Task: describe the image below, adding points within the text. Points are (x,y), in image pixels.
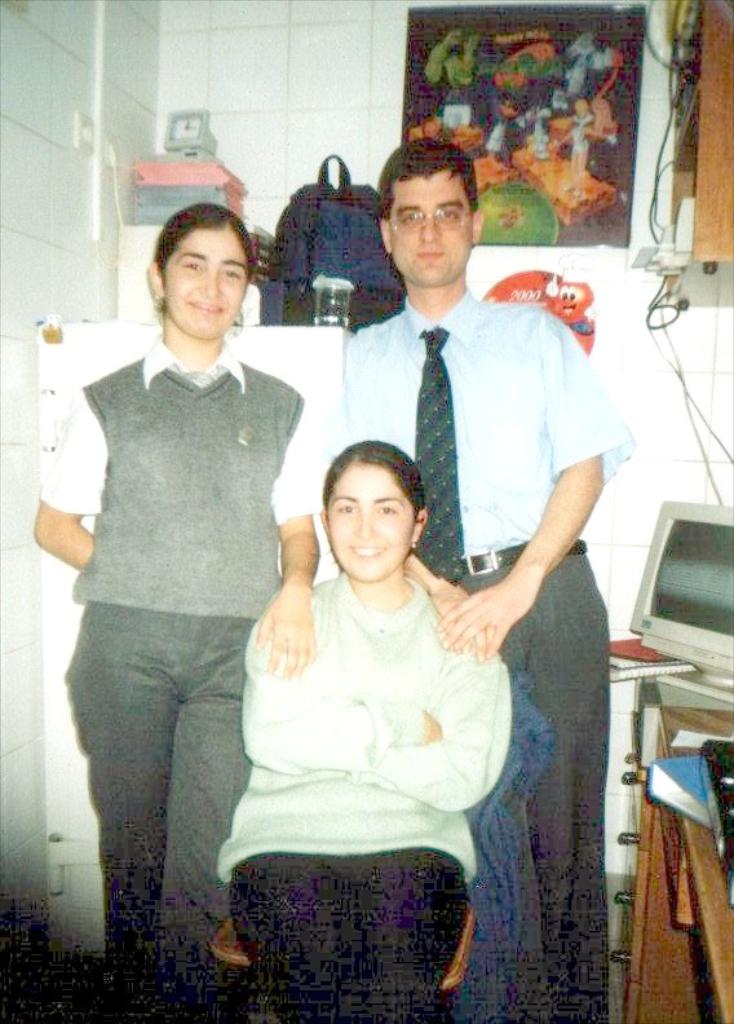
In this image I can see three persons (307,712) where one is sitting on a chair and two are standing. I can also see two of them are smiling. On the right side of the image (721,975) I can see a table (656,841) and on it I can see a monitor (657,551), a book (663,789) and few other things (672,796). In the background (305,308) I can see a glass (326,312), a bag (321,273), a clock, two posters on the wall (646,282), number of things (689,29) on the shelves (731,6) and few other stuffs (98,222).
